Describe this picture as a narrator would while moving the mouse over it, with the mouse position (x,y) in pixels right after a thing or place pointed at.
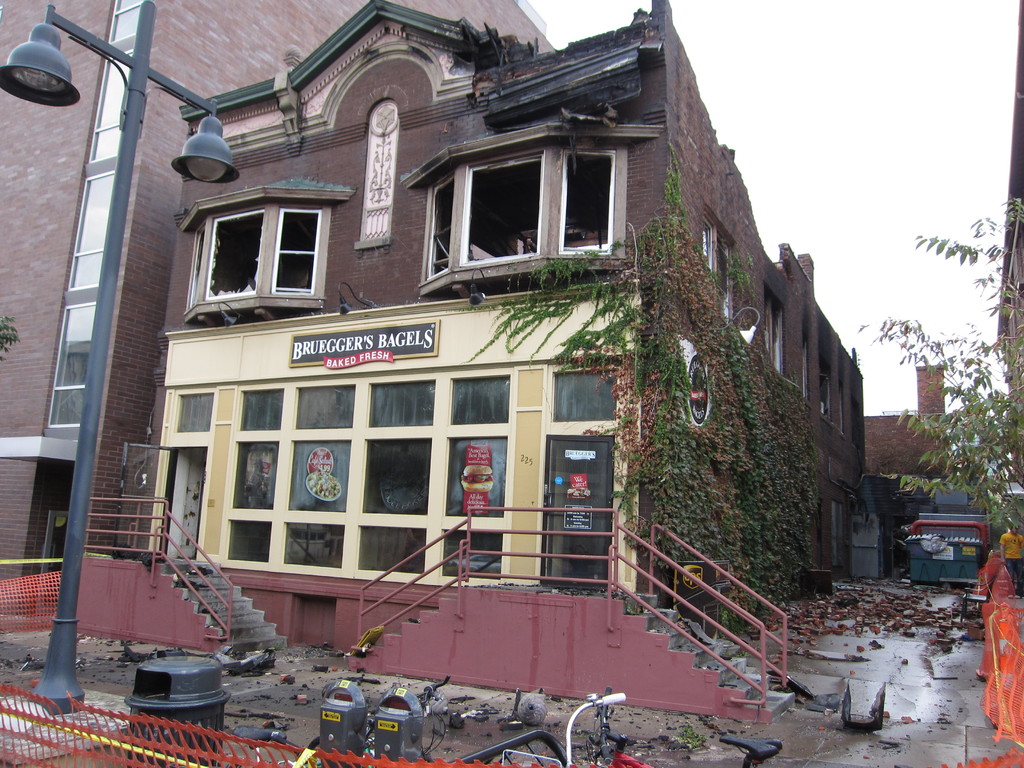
In this image there are buildings (539,283) and there are plants (728,398) on the building (790,325) and there is some text (387,349) written on the wall (398,318) of the building (356,283). In front of the building (390,480) there are staircases (184,596) and there are railings (609,611) and there are bicycles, there is a pole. On the right side (980,588) there are objects (990,618) which are red in colour and the sky (945,352) is cloudy.
